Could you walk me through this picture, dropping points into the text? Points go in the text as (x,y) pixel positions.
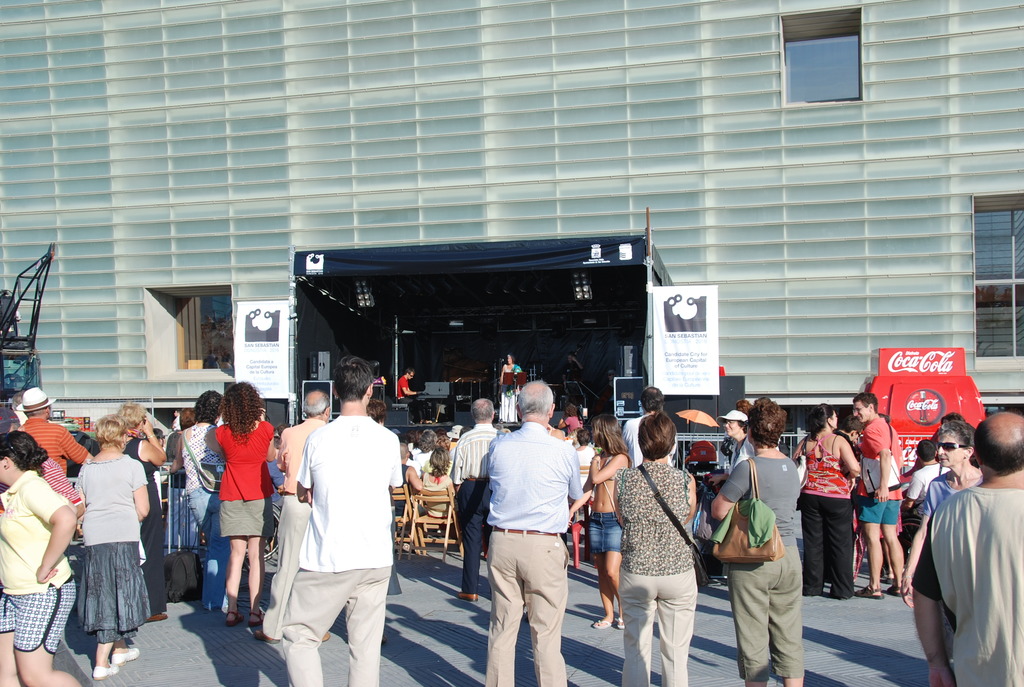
In this image there are few people (507,366), a few instruments (468,364) on the stage (528,363) and there are a few people (492,436) sitting and standing in front of the stage (442,357), there is a building (722,264), speakers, posters (717,387) attached to the stage (372,333) and a banner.
